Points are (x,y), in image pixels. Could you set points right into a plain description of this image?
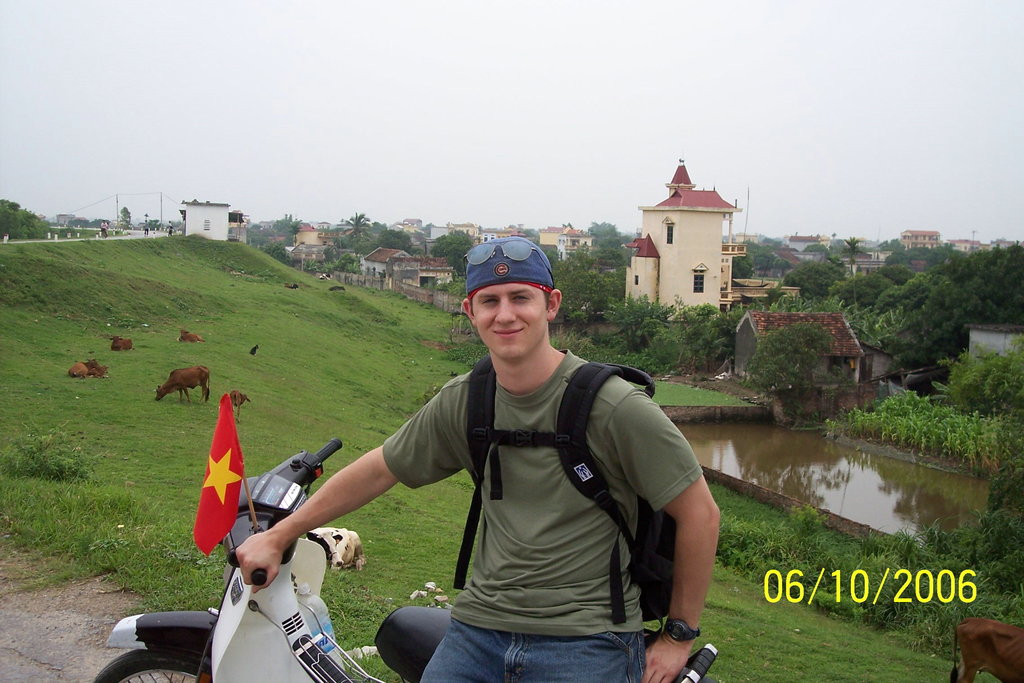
In this picture there is a person (559,503) sitting on the vehicle (427,622) and there is a flag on the vehicle (274,648). At the back (942,314) there are buildings (857,370) and trees (720,348) and there are group of people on the road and there are animals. At the top (384,80) there is sky (402,64). At the bottom (864,496) there is water (872,479) and there is grass (957,529) and there is a road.
